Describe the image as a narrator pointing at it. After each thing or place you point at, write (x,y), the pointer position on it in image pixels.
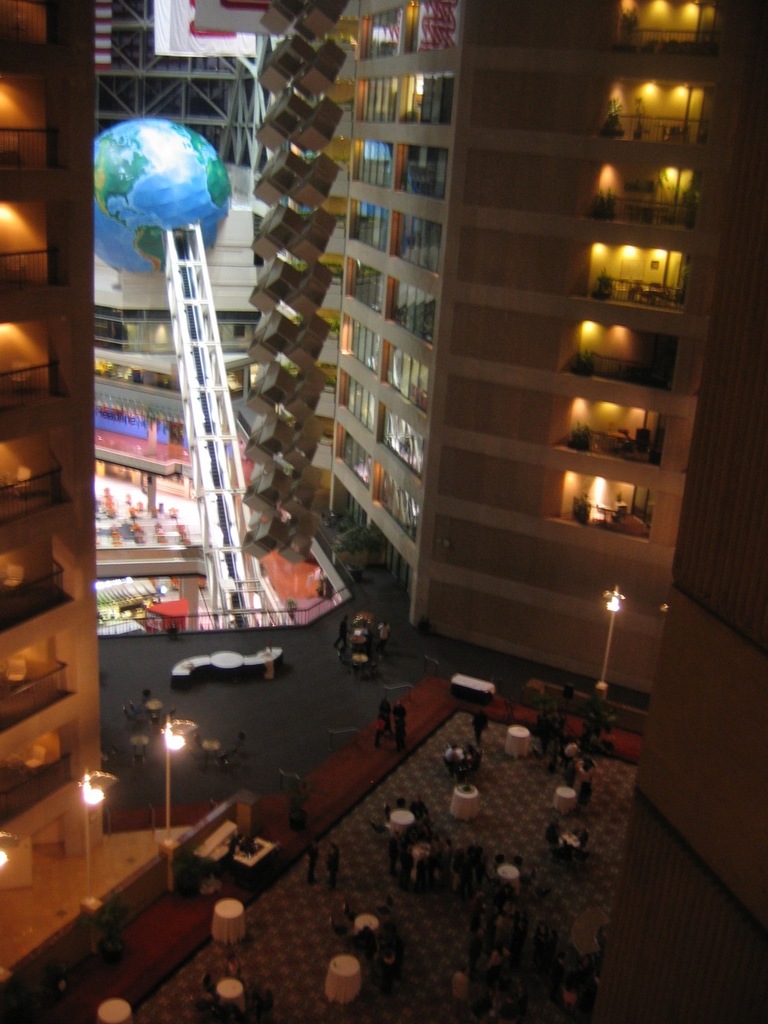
In this image there are buildings (529,372), in the middle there are people (266,1017) standing and there are tables (469,814).
